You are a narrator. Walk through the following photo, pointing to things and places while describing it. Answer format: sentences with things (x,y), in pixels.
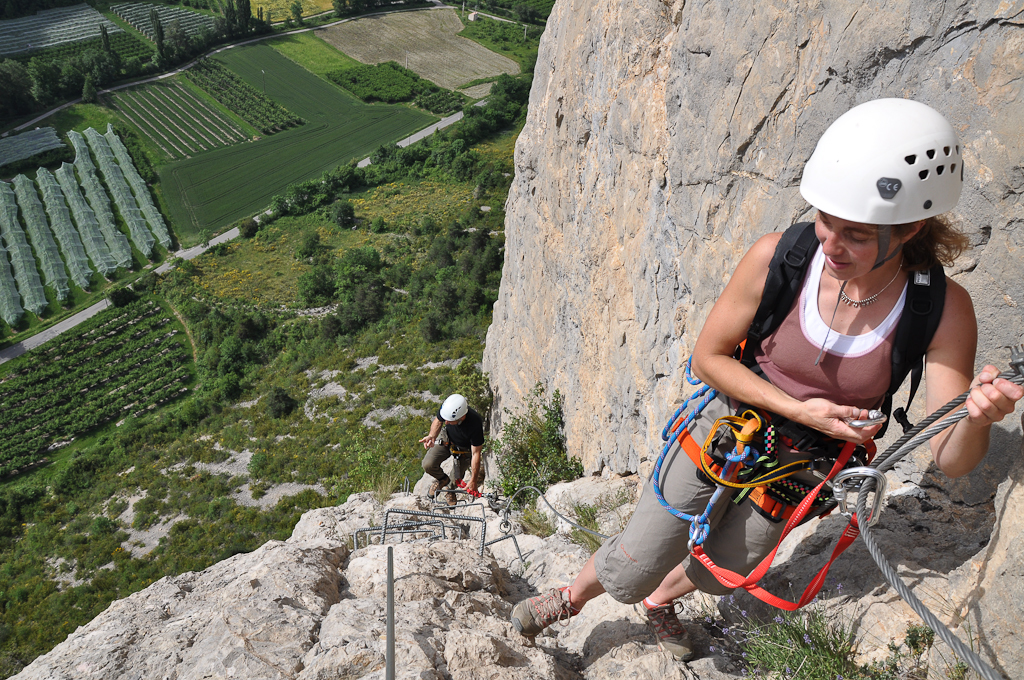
In this image I can see two persons (827,344) are standing and I can see both of them are wearing white colour helmets (960,168). In the front (794,401) I can see she is holding few ropes (958,401). In the background (253,483) I can see number of plants (297,384) and grass (288,385).
